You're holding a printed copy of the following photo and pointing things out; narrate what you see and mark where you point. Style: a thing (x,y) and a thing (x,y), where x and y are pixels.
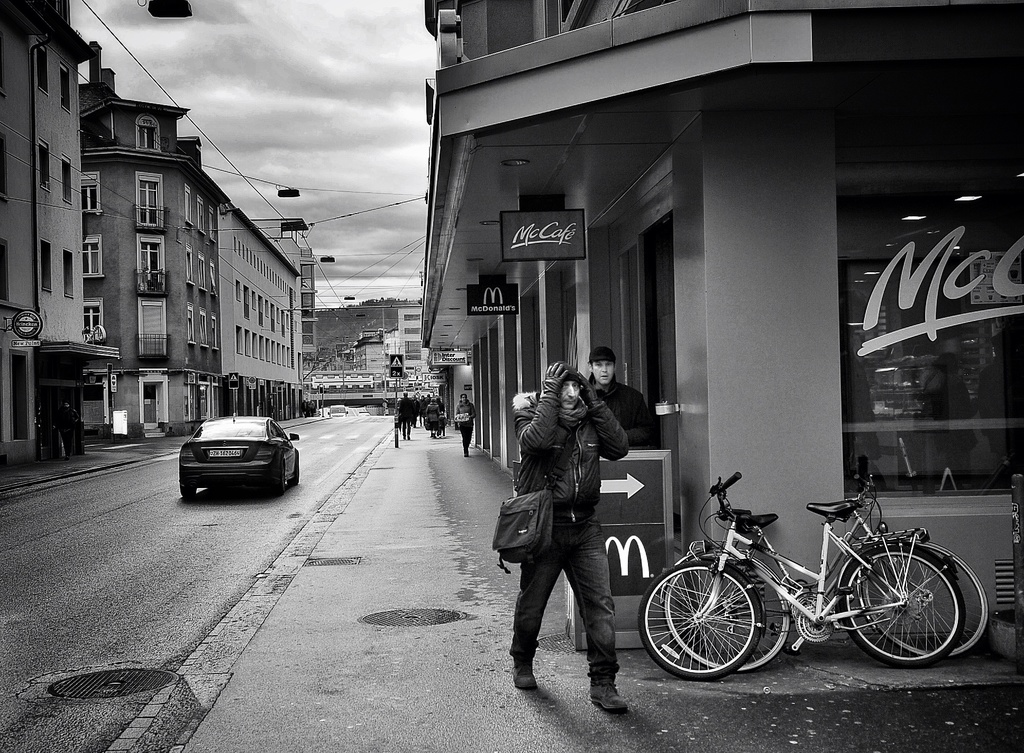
This image is a black and white image. This image is taken outdoors. At the bottom of the image (150,626) there is a road (159,570) and there is a sidewalk (340,564). At the top of the image (284,84) there is the sky (326,81) with clouds (304,78). On the left side of the image (186,312) there are a few buildings (239,322) with walls (222,317), windows (194,403), doors (155,398) and roofs (110,101). There is a signboard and a car (233,477) is moving on the road (298,447). In the background (361,369) there are a few buildings (349,354) and poles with street lights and wires (373,263). On the right side of the image (842,152) there is a building (806,274) and there are a few boards (501,291) with text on them. Two bicycles (694,621) are parked on the sidewalk (766,704) and a few people (437,412) are walking on the sidewalk (436,447).
